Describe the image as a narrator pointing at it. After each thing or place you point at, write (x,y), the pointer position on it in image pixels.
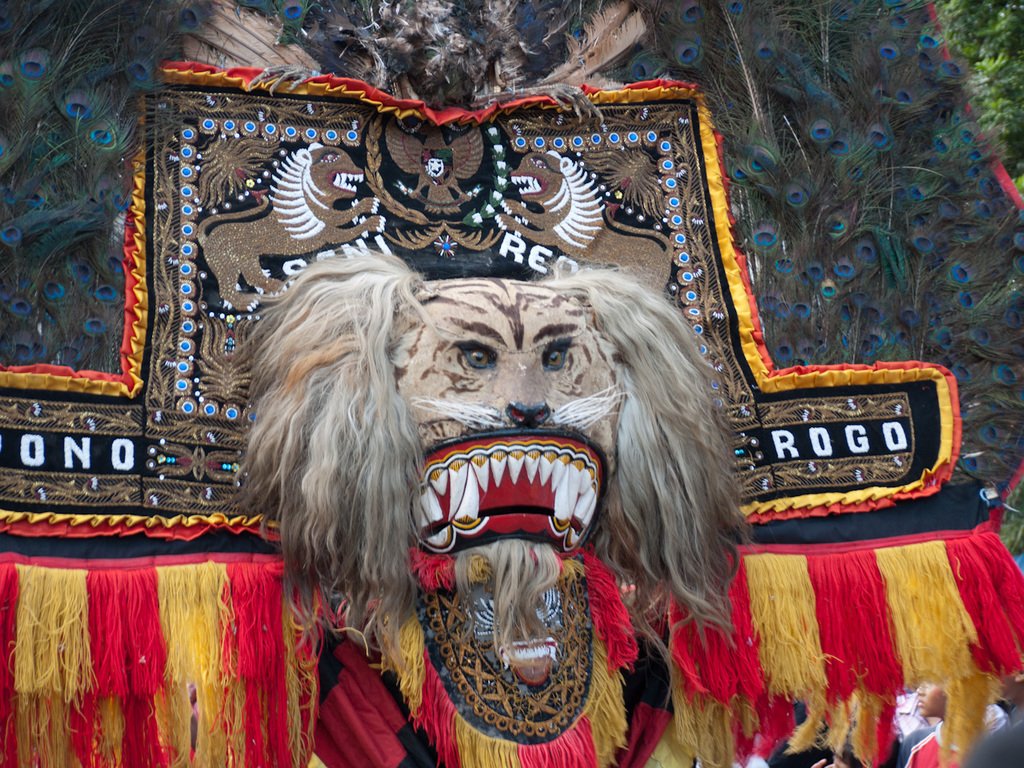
In this image I can see animal mask (513,417). It is in different color. We can see few peacock feather (762,250) on both-sides. I can see tree (980,76).
